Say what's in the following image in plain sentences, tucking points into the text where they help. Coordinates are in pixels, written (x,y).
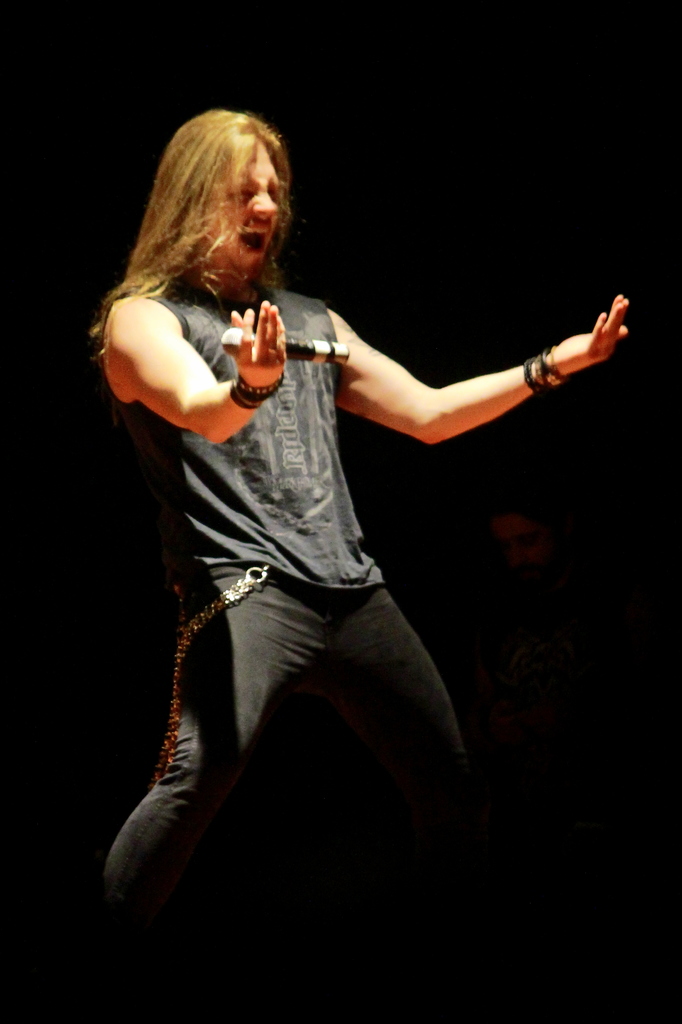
In the foreground of this picture (177,458), there is a man (327,583) standing and holding a mic (289,353) in his hand (251,360) and the background (348,313) is dark.
